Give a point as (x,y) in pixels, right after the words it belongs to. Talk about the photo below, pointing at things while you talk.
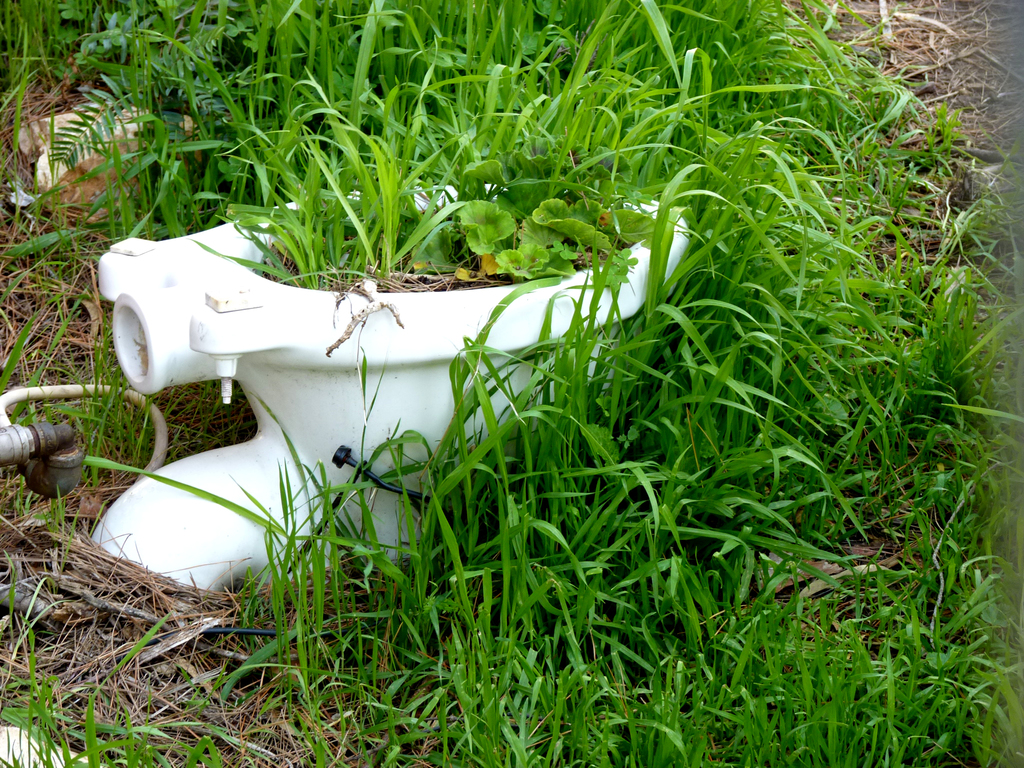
In the picture we can see a toilet seat (402,416) which is white in color placed near the grass surface (645,597) and on it also we can see some grass (400,253) is grown.
